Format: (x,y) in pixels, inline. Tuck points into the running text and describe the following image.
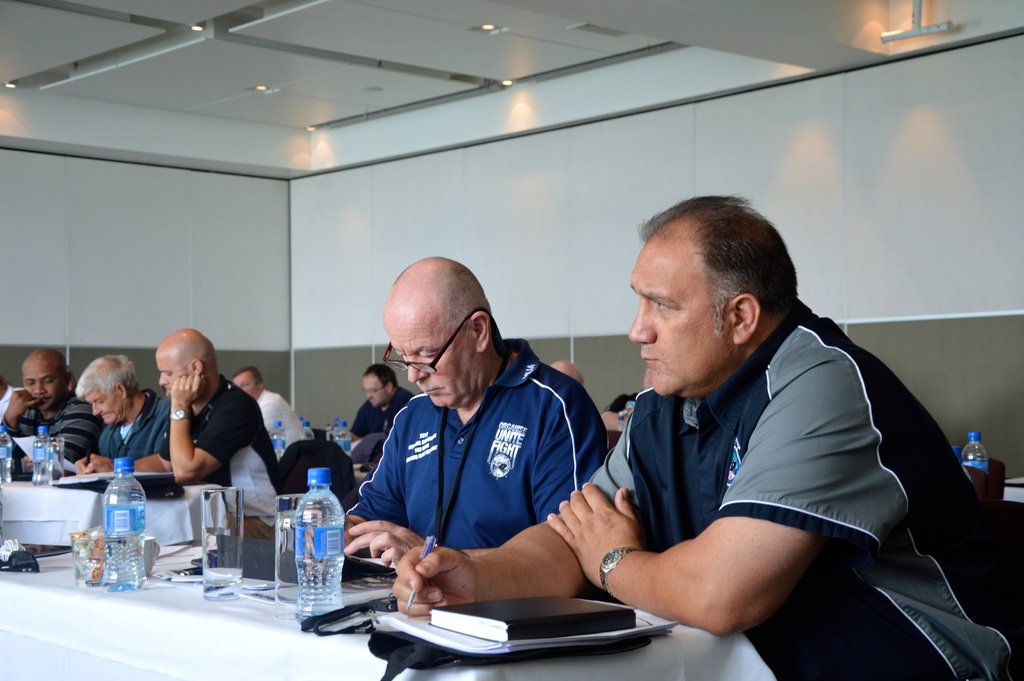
In this image we can see a group of men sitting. In that two men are holding the pens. We can also see the tables (174,664) containing some bottles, glasses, books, papers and some objects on them. On the backside (360,336) we can see a wall (351,382) and a roof (449,33) with some ceiling lights (267,91).
